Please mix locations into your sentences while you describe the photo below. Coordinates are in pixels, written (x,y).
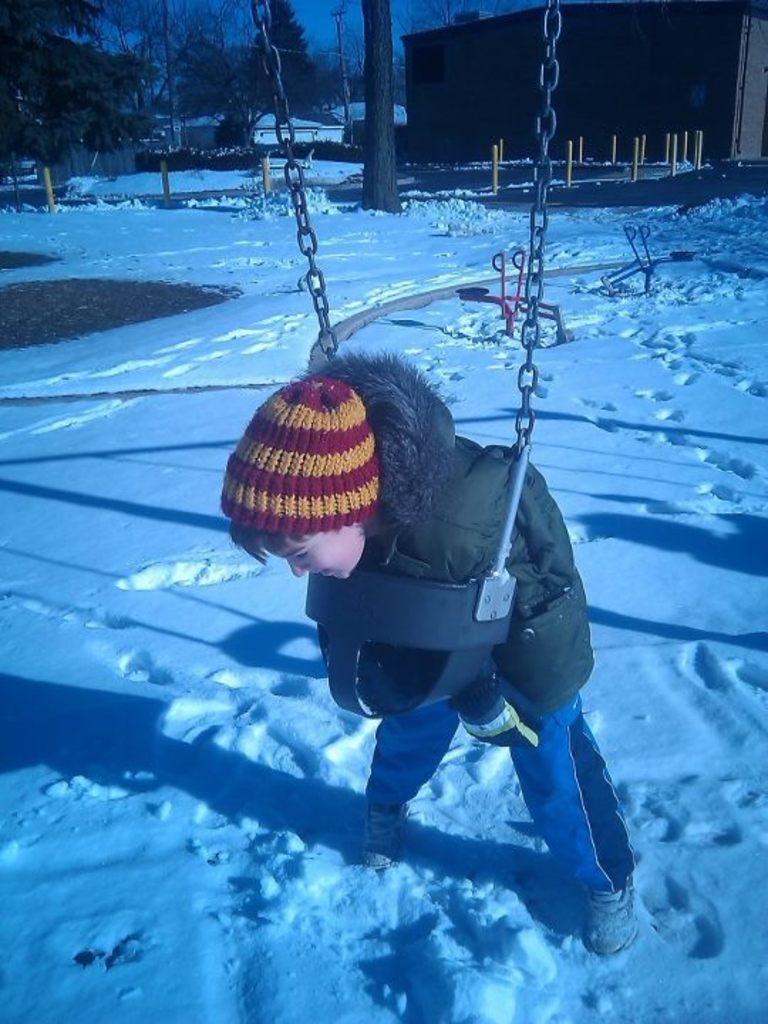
In this image in the center (315,488) there is one boy (375,564) who is playing, at the bottom (336,708) there is snow (178,420) and in the background (186,52) there are some trees (118,123) and houses (731,128) and some rods (52,187).
